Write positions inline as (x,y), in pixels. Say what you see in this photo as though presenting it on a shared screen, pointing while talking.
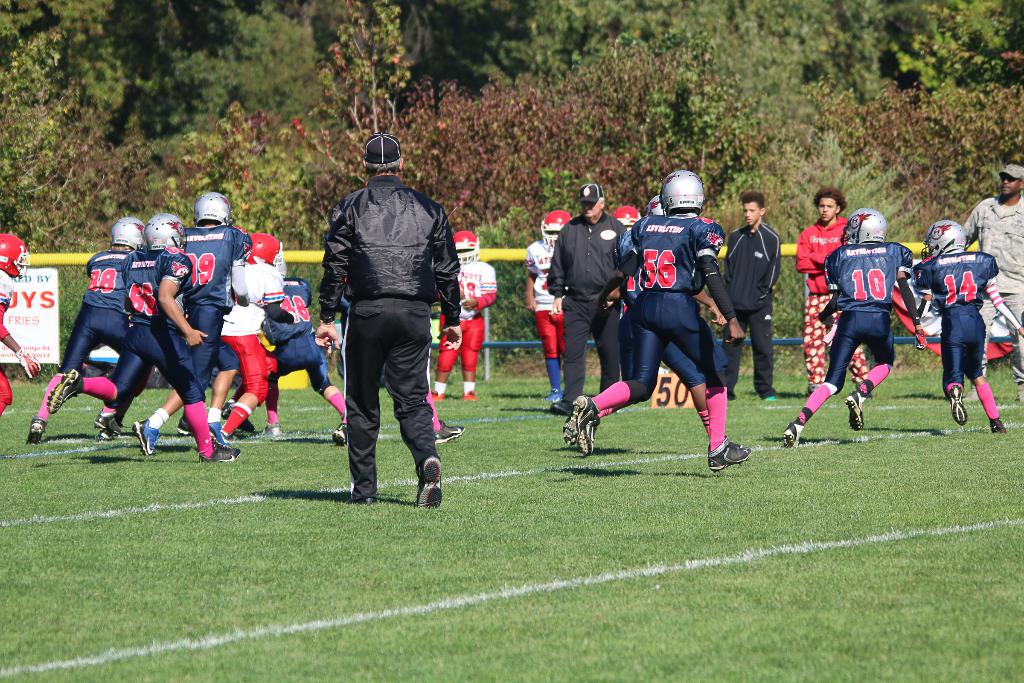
In this image there are people (419,292) playing a game. At the bottom of the image (637,577) there is grass (595,549) on the surface (616,516). There is a metal fence (522,322). In the background of the image (510,107) there are trees (654,52).
